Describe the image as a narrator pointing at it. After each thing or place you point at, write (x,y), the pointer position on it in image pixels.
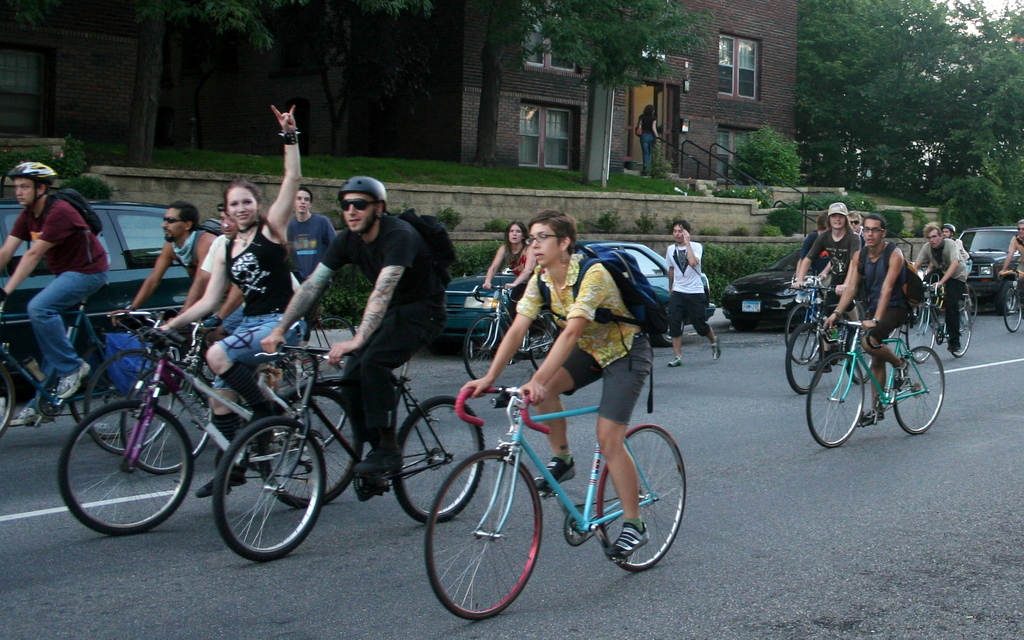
In this image we can see motor vehicles (485,327) parked on the road (742,376), persons (563,436) sitting on the bicycles (507,436), persons (713,337) walking on the road (448,392), staircase (705,186), railings (681,161), buildings (665,137), windows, trees (849,74) and sky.
